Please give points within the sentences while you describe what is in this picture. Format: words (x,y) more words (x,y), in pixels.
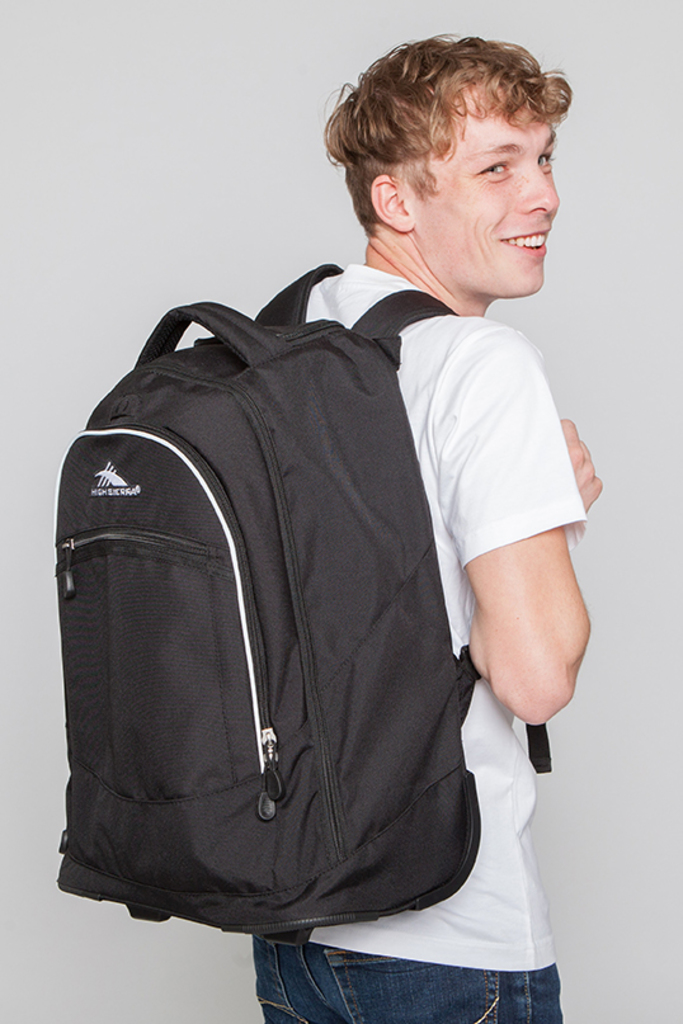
In the middle of the image (434,511) a man (490,364) is standing and smiling and he wears a backpack (389,316).
